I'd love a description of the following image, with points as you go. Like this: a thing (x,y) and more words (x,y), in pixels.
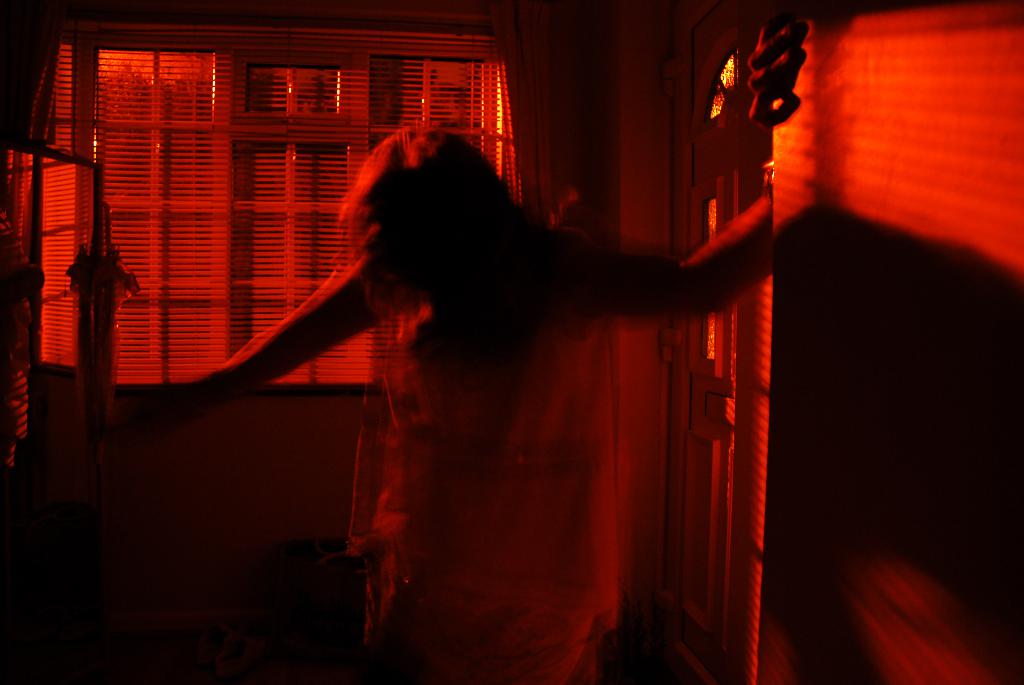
In this image there is one person (429,442) standing in middle of this image (454,426). There is a window (231,143) on top of this image (460,80) and there is a wall (804,293) at right side of this image (845,371) and there is a door (711,386) on the left side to this wall (853,381). There are some objects (19,356) kept on the left side of this image (100,306).
